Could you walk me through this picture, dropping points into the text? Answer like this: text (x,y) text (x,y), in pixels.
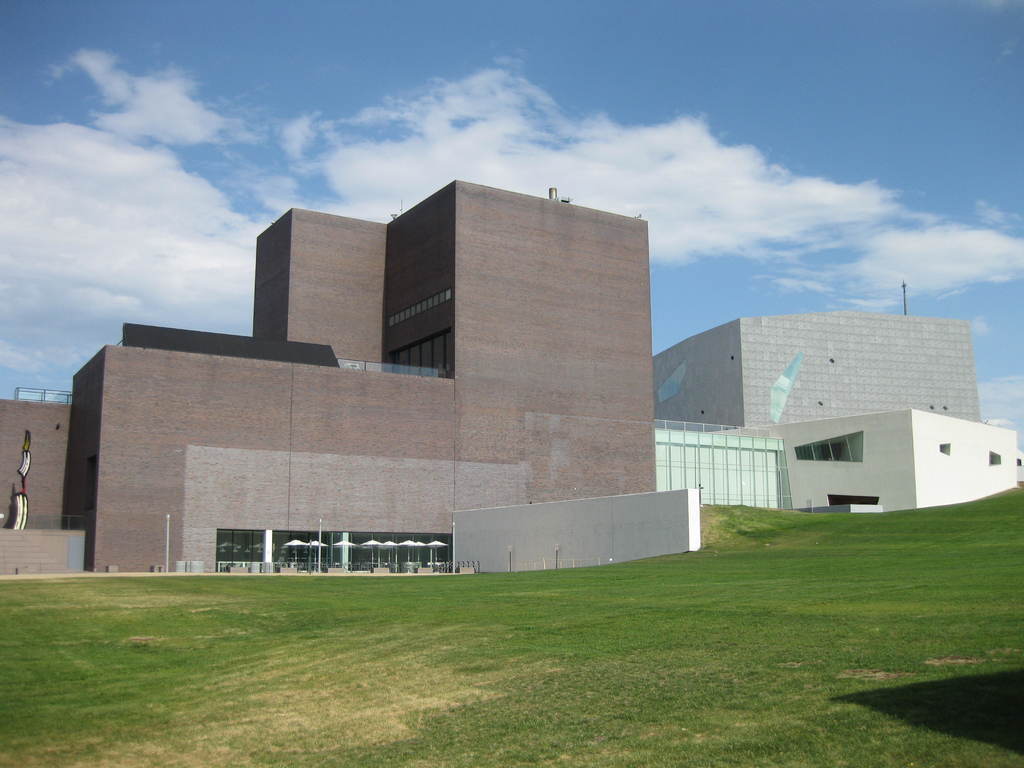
In this picture we can see grass (788,591), buildings (818,381), umbrellas (436,542) and poles (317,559). In the background of the image (785,223) we can see sky (716,97) with clouds (780,207).
